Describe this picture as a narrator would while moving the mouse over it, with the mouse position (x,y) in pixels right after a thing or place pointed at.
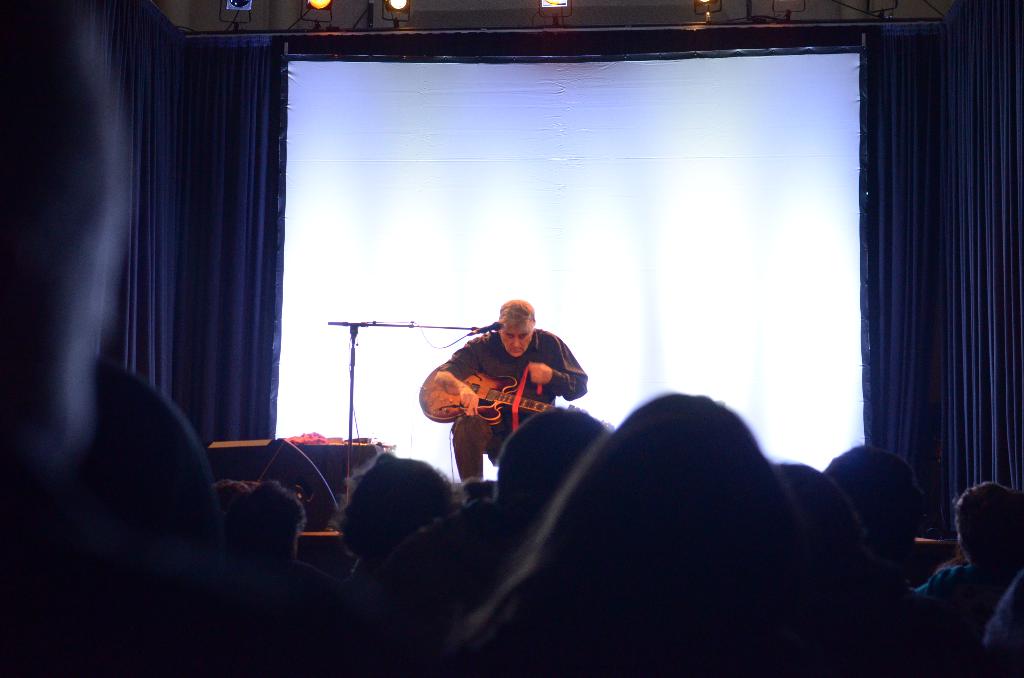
In this image I can see heads (632,527) of number of persons (408,541), the stage (322,541), a microphone (382,324), a person (563,378) on the stage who is holding a guitar (490,386) and a huge screen (526,197) behind him. In the background (997,210) I can see the curtains (914,199), few lights (245,4) and few other objects (304,460) on the stage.
